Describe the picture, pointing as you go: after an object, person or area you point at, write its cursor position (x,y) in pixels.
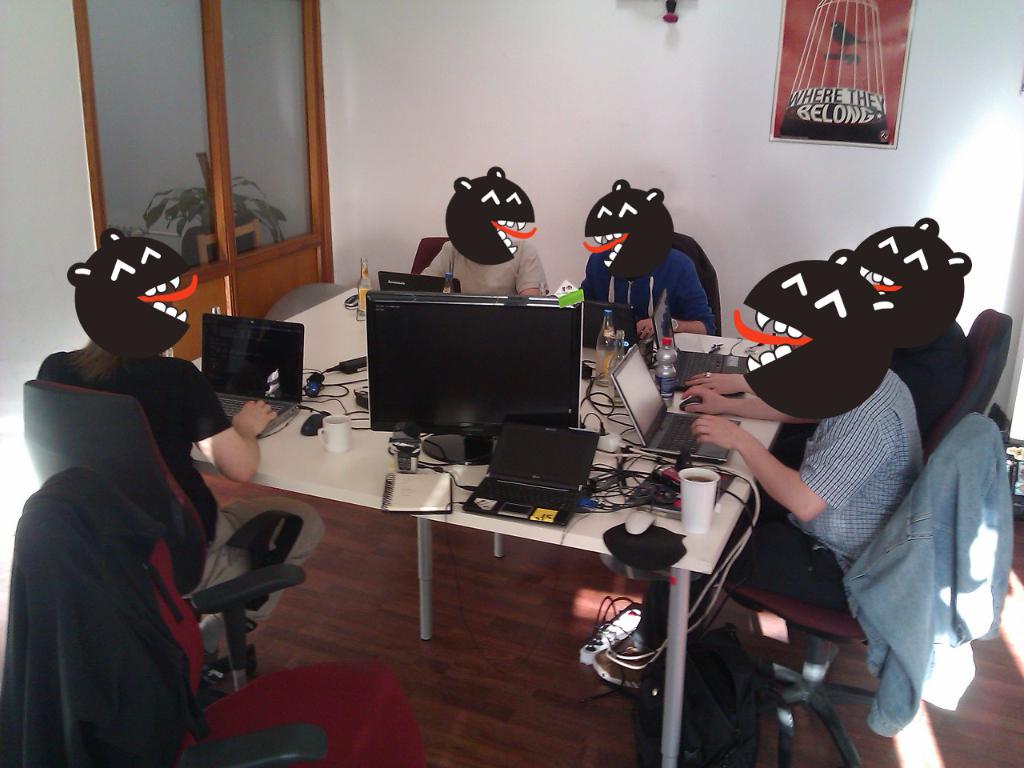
In this image i can see there are group of people (859,494) who are sitting on a chair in front of table (380,437). On the table (380,451) i can see there is a laptop (644,401) and other objects (454,421) on it.
